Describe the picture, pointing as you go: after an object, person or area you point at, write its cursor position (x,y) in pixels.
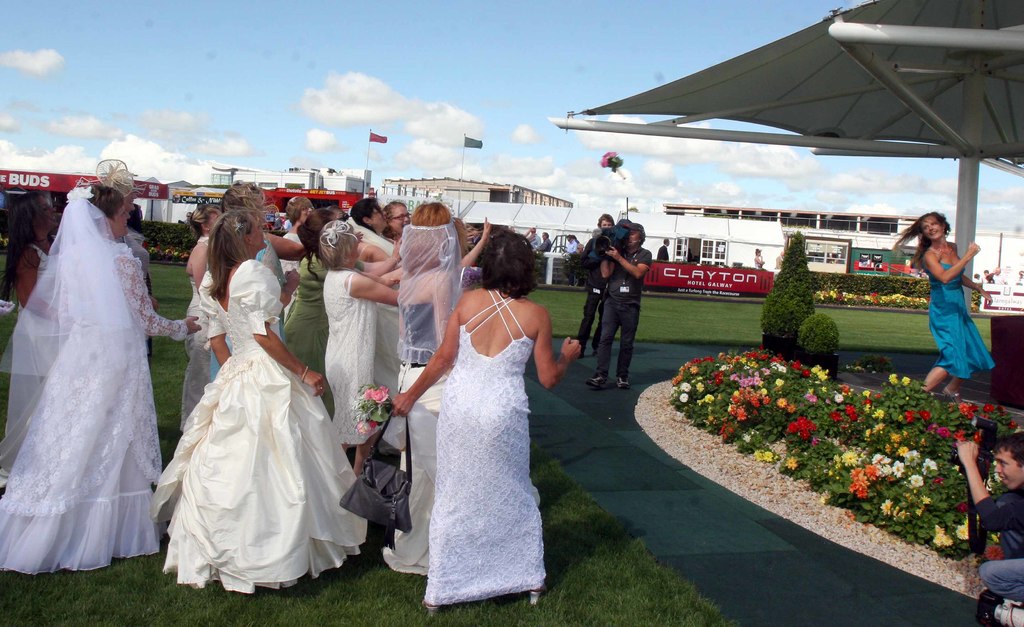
In this picture, we can see a few people (632,310), and a few (1006,555) are holding some objects (990,605), we can see the ground (713,540) with grass (578,626), plants (852,407), flowers (743,394), shed (770,51), poles (848,39), buildings (23,170) with windows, flags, posters (6,187) with some text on it, we can see the sky (417,78) with clouds (383,98).
